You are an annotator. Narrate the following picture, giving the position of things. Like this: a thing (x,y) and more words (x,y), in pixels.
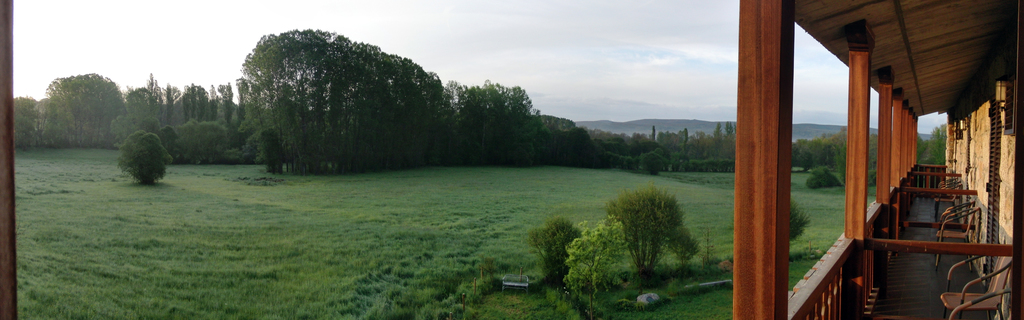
In the picture I can see the grass (474,199), trees (656,242), wooden poles (862,199), wall (982,199), fence (873,275) and some other objects (522,279). In the background (565,95) I can see hills (666,120) and the sky (603,68).
